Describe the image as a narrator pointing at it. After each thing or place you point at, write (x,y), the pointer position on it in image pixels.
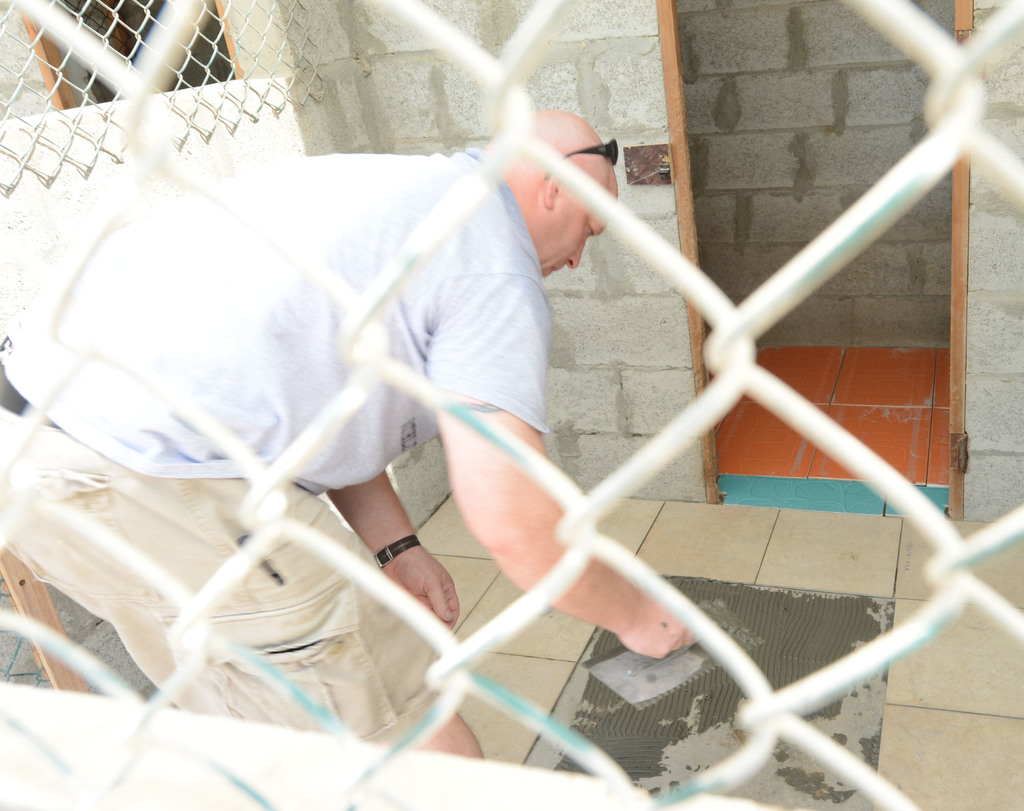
In the foreground (449,235) there is a net (585,532). Behind the net (230,573) there is a man (334,307) holding an object (637,682) in the hand (664,656) and bending. In the background (753,13) there is a room (847,91).
